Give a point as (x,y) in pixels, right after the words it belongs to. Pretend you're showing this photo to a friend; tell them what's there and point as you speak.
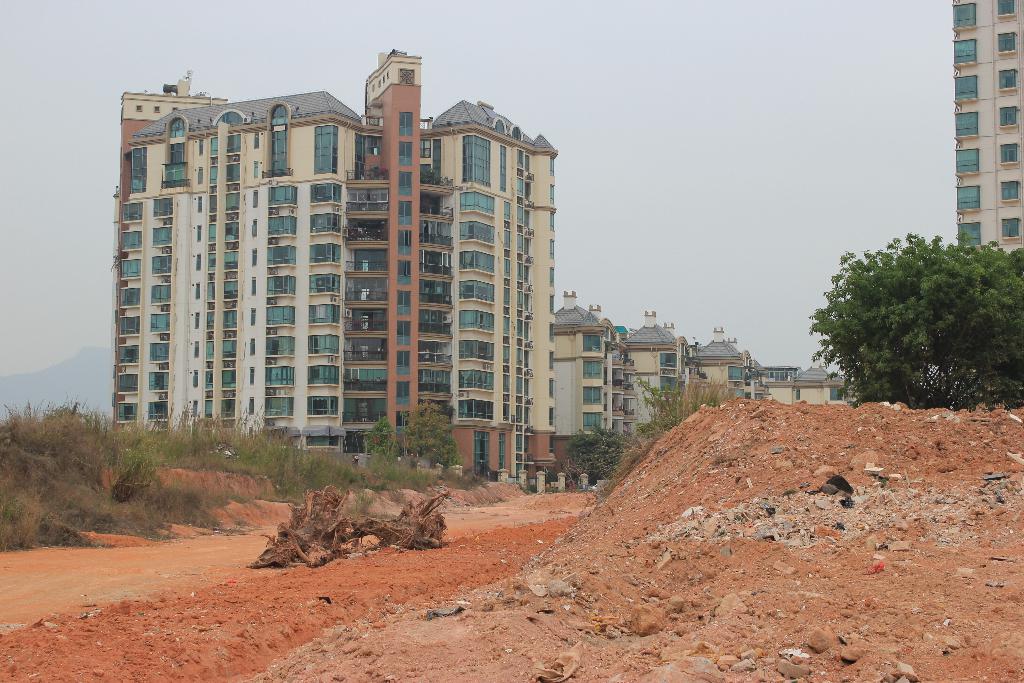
In the image there are very tall apartments (192,174) and in front of the apartment (129,382) there is a lot of empty area (124,544) filled with sand (703,496) and on the left side (65,472) there are many dry plants (211,458) and on the right side (898,314) there is a tree (921,345).
